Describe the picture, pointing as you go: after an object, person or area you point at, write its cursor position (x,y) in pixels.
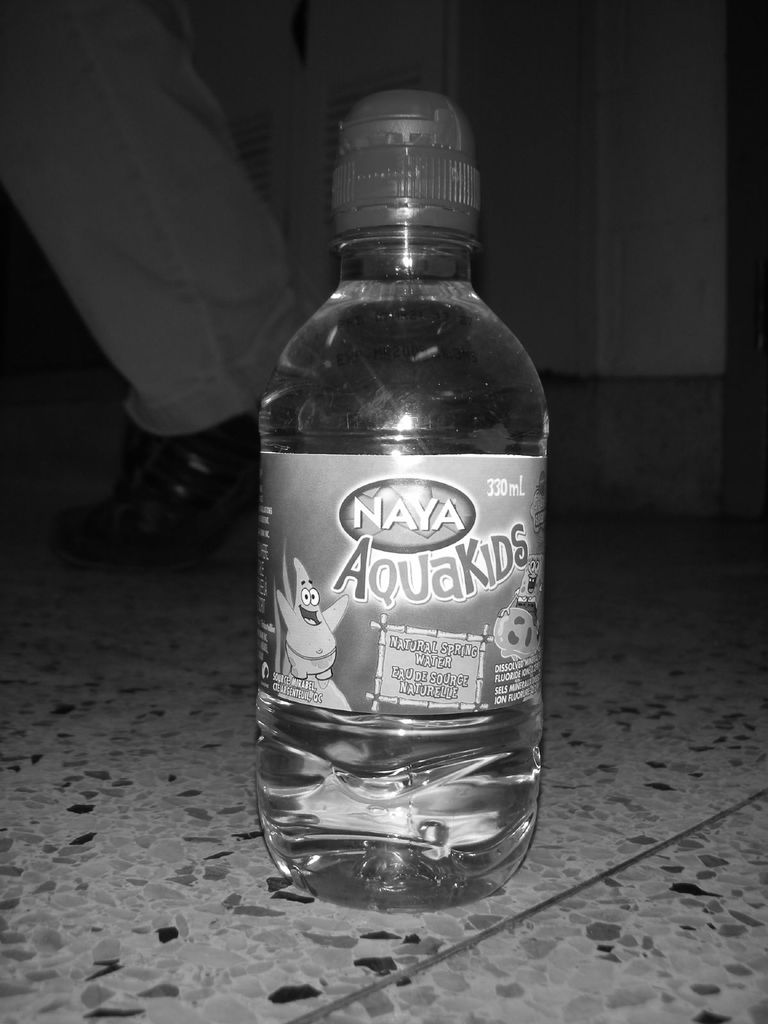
This is a black and white image of a bottle (364,500) on a floor (487,941). On the bottle (394,621) there is a label (408,600). In the back (197,214) we can see a leg (138,240) of a person (100,270).
